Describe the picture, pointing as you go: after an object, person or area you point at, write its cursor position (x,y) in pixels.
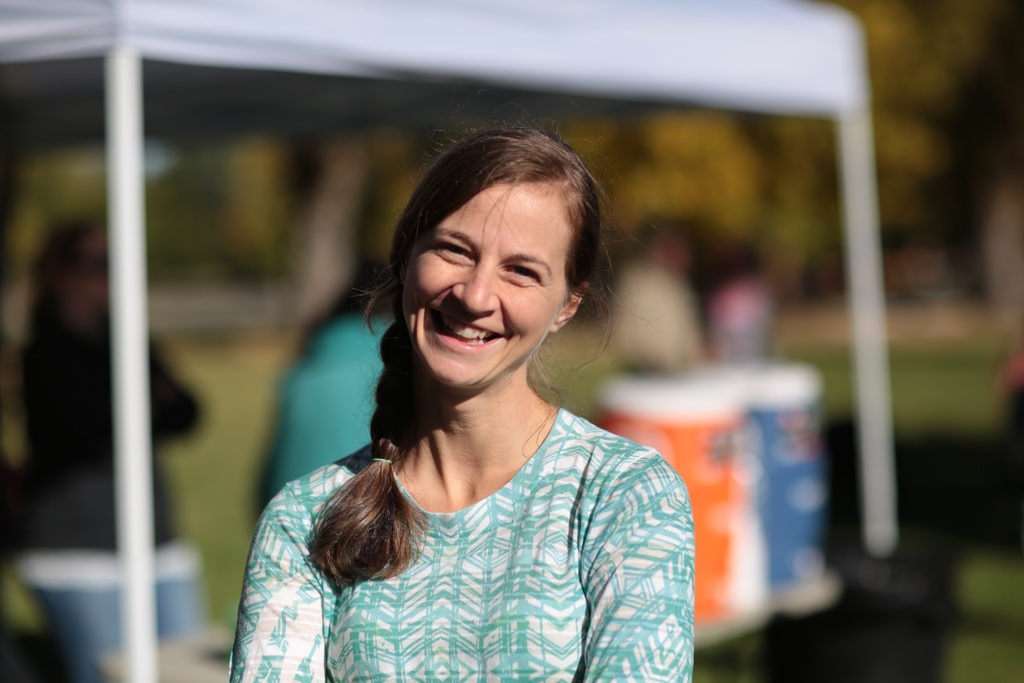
This picture is clicked outside. In the foreground (377,453) there is a woman (330,534) smiling and standing. The background of the image (62,327) is blur and we can see the group of people (99,353) and some objects (786,440) under the tent (248,16) and we can see the trees (932,72) and some other objects (846,568).
